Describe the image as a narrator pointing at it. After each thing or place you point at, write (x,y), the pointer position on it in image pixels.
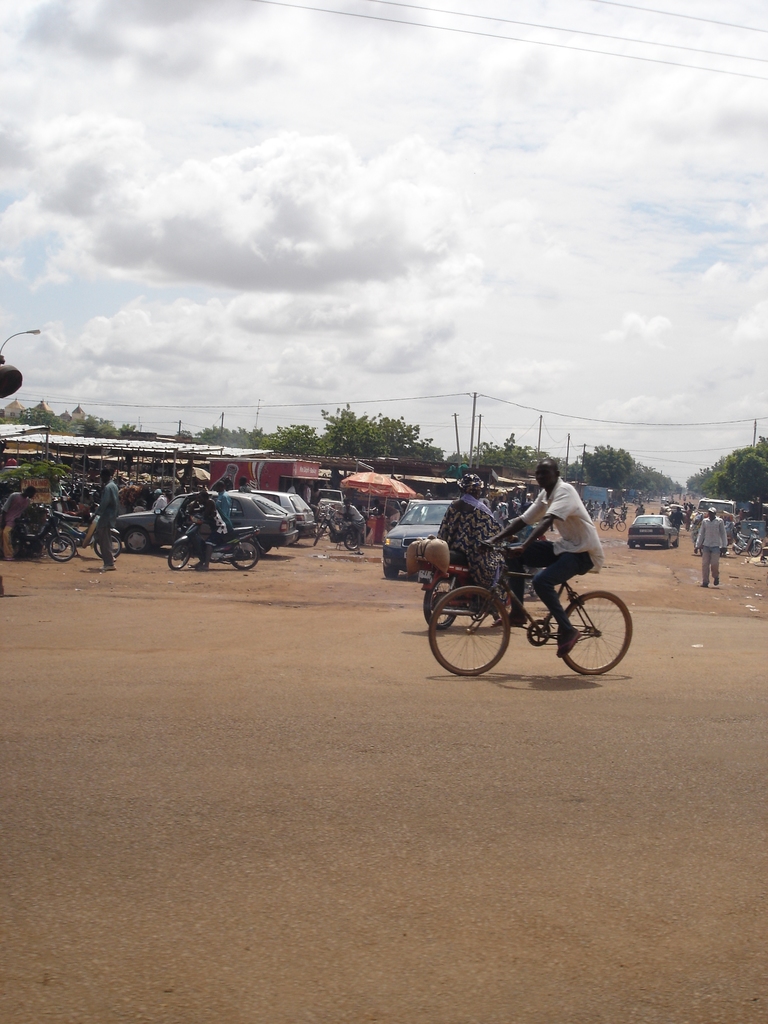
This picture is clicked on the road (530,738). In the center of the image (507,586) there is a riding bicycle (521,575). On the left corner of the image (47,528) there are vehicles (82,515) parked. Behind them there are some sheds (189,448). There are trees (323,426) and poles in the image. On the top of the image (501,256) there is a cloudy sky (426,224). On the right corner of the image (709,559) there is a person (706,576) is walking.
